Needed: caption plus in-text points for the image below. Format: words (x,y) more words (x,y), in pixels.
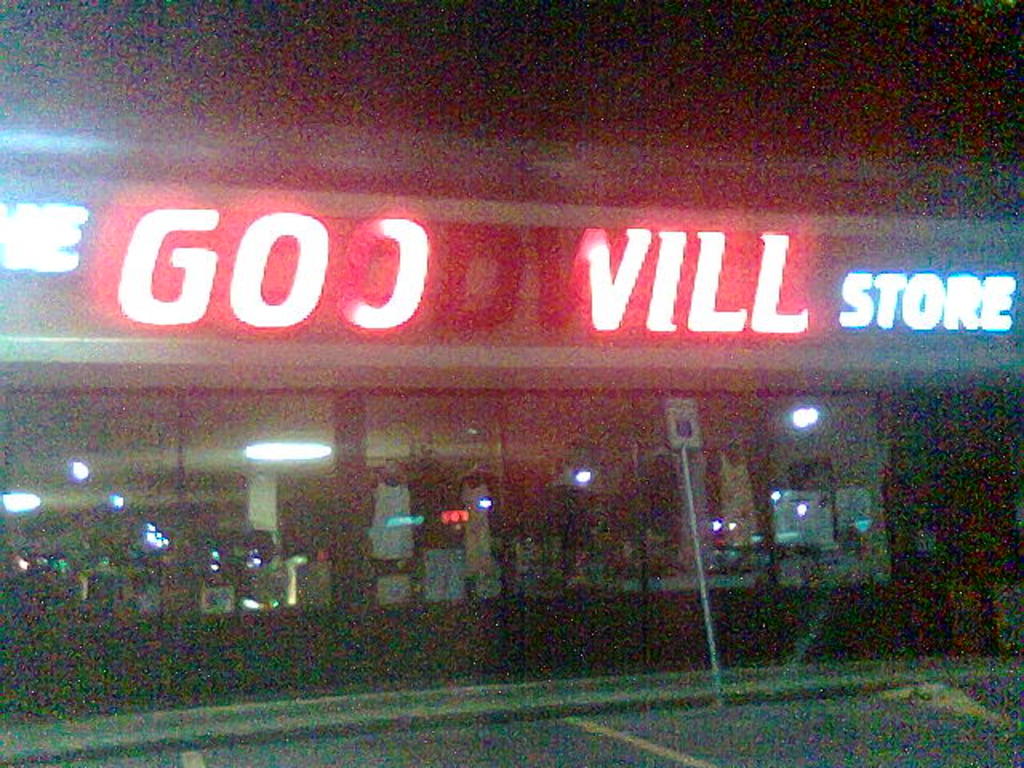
In this picture we can see a store (487,325), there is a board (684,428) in the front (696,424), we can see some text (910,316) and glasses (743,463) in the middle (472,484), from these glasses (591,522) we can see lights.
